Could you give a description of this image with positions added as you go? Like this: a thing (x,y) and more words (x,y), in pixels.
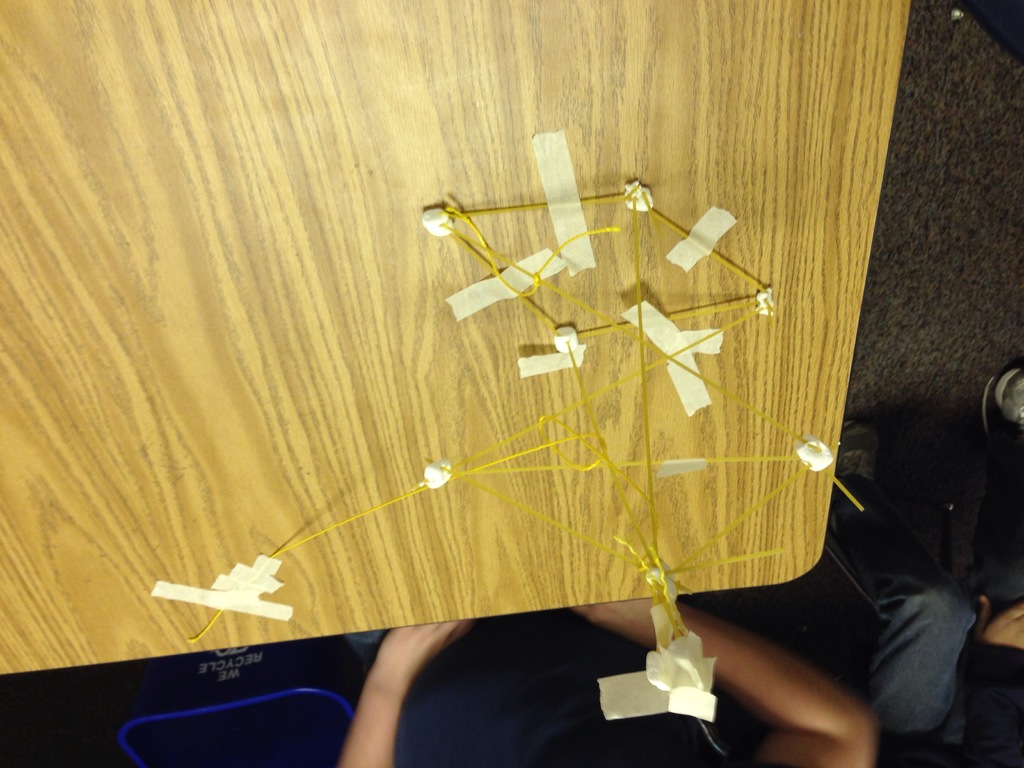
At the bottom (623,620) we can see people's hands (1006,640) and legs (925,637). In the center (421,323) there is a wooden desk (509,325), on the desk (548,380) we can see cables (609,230) and plasters (672,333). On the right (956,286) it is looking like mat (934,251).
